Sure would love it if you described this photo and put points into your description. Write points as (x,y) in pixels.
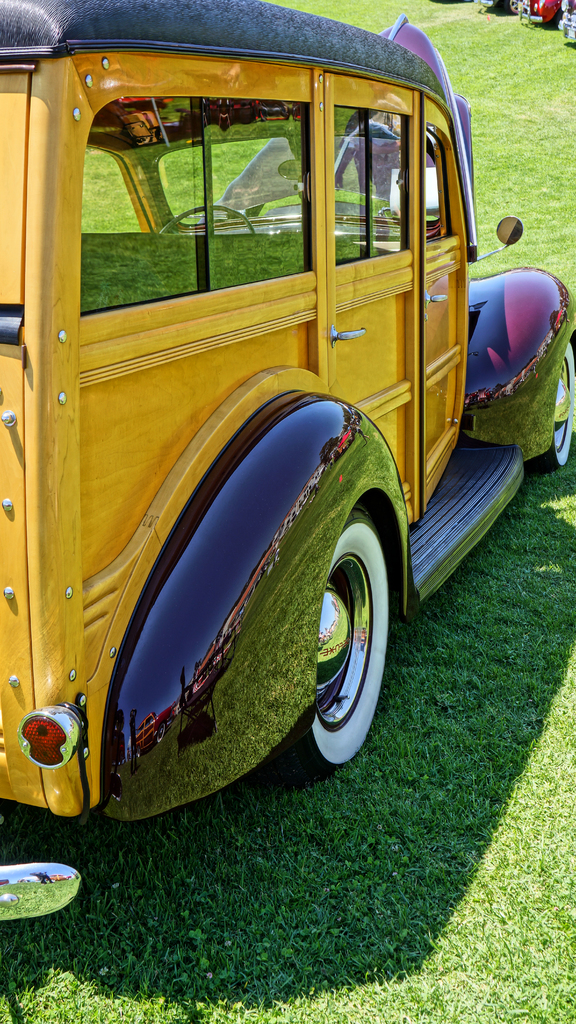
In this picture there is a van (236,287) in the center of the image (336,632) and there is grassland (39,813) around the area of the image.
